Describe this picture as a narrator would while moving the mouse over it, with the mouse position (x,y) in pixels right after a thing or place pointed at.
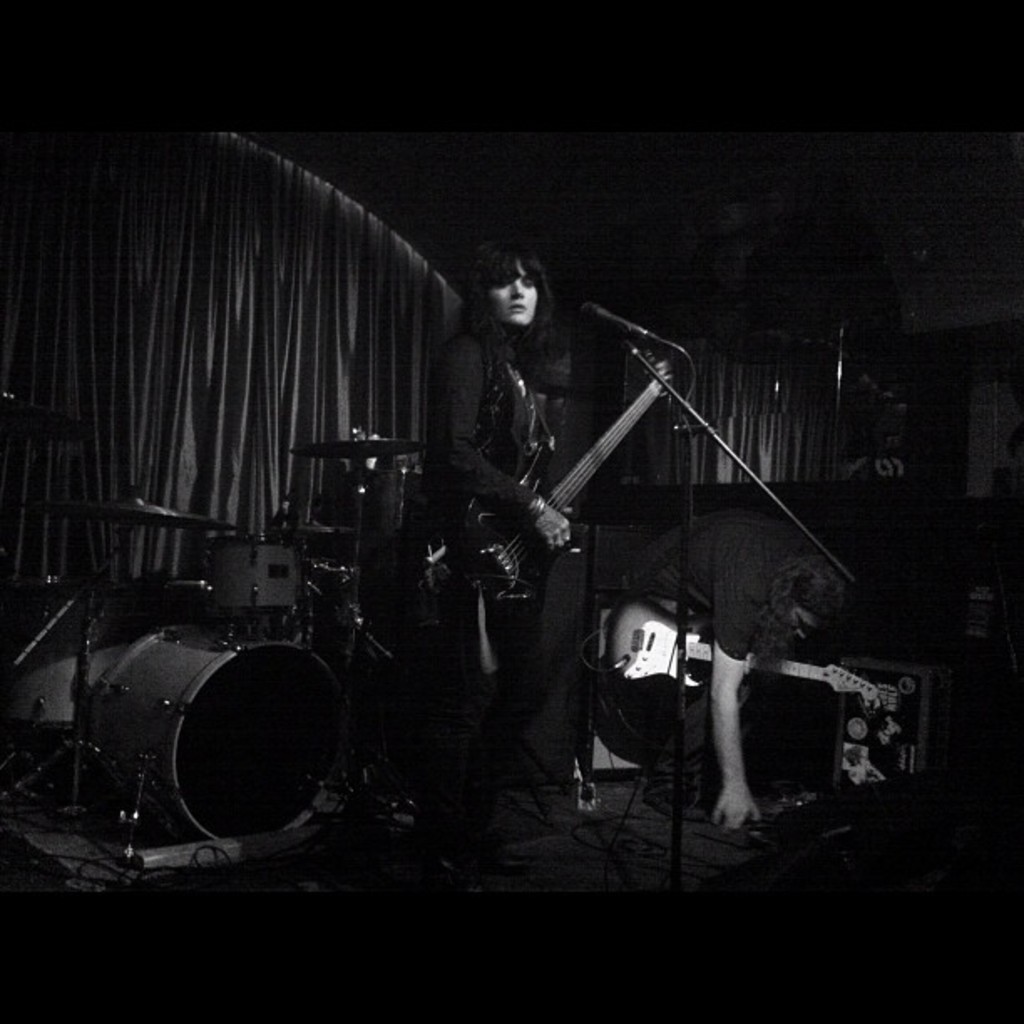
There is a woman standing on the stage (636,806) and she is playing a guitar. Here we can see a man (650,694) picking something from the stage (719,854). In the background (71,697) we can see a snare drum musical arrangement (232,680).
